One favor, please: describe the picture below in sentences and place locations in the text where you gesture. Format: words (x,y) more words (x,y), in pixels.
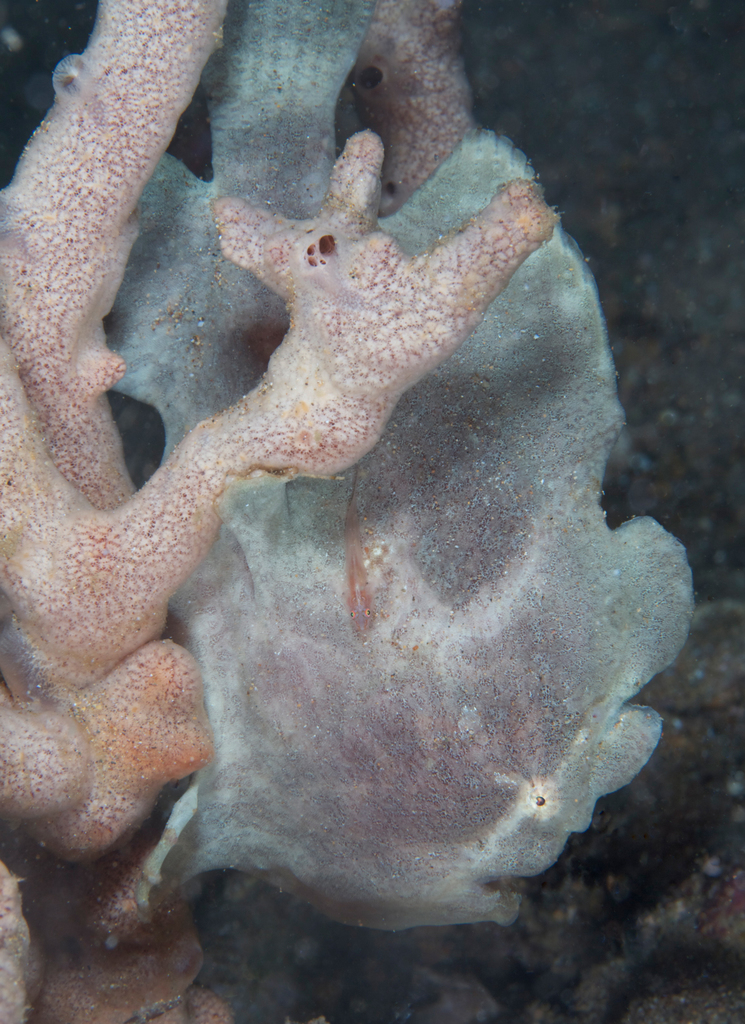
In this image we can see an underwater environment (395,509).
